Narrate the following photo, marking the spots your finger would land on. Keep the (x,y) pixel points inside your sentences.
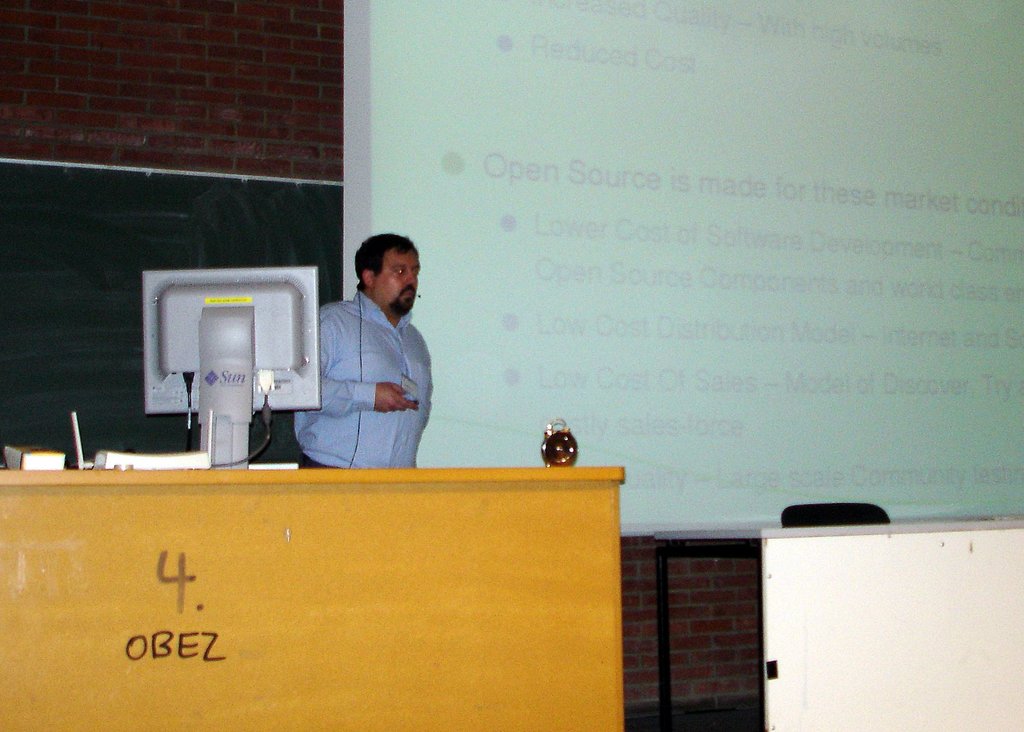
In this image we can see a person (389,318) standing beside a table (303,496) containing a speaker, monitor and a clock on it. On the right side (819,633) we can see a table (849,615) and a chair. On the backside (602,416) we can see a display screen (610,369) with some text (778,376) on it, a board (198,174) and a wall (151,123).
